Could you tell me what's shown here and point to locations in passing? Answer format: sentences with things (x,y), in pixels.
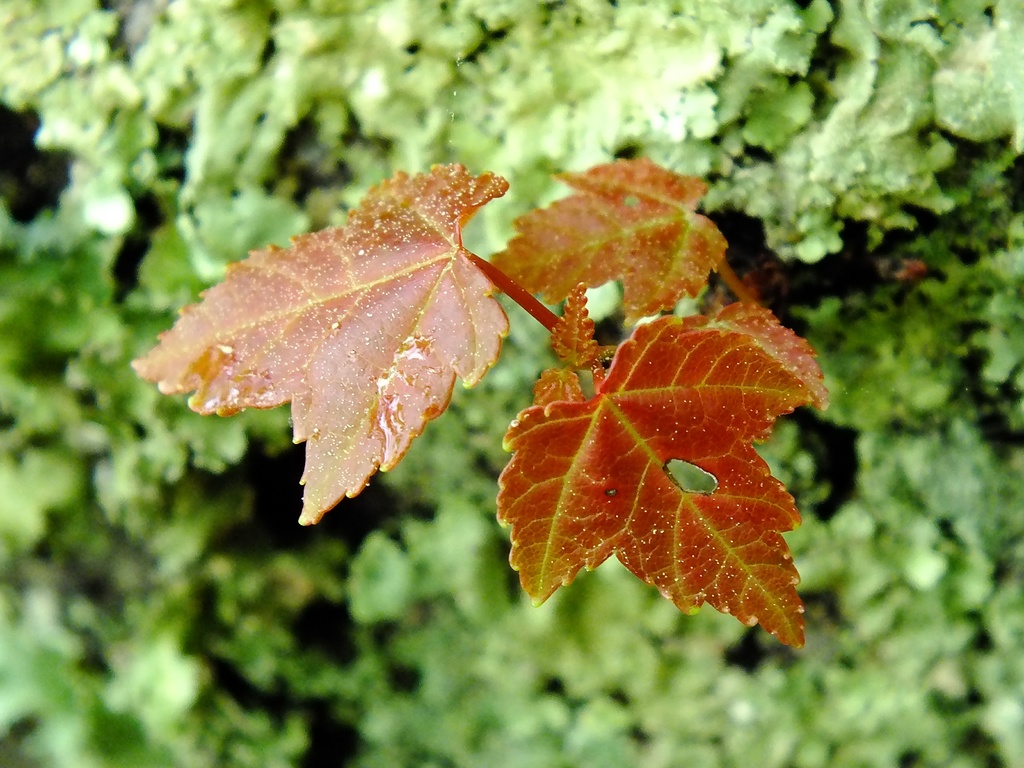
In the center of the image (531,296) there are leaves (612,364) and we can see plants (159,459).
